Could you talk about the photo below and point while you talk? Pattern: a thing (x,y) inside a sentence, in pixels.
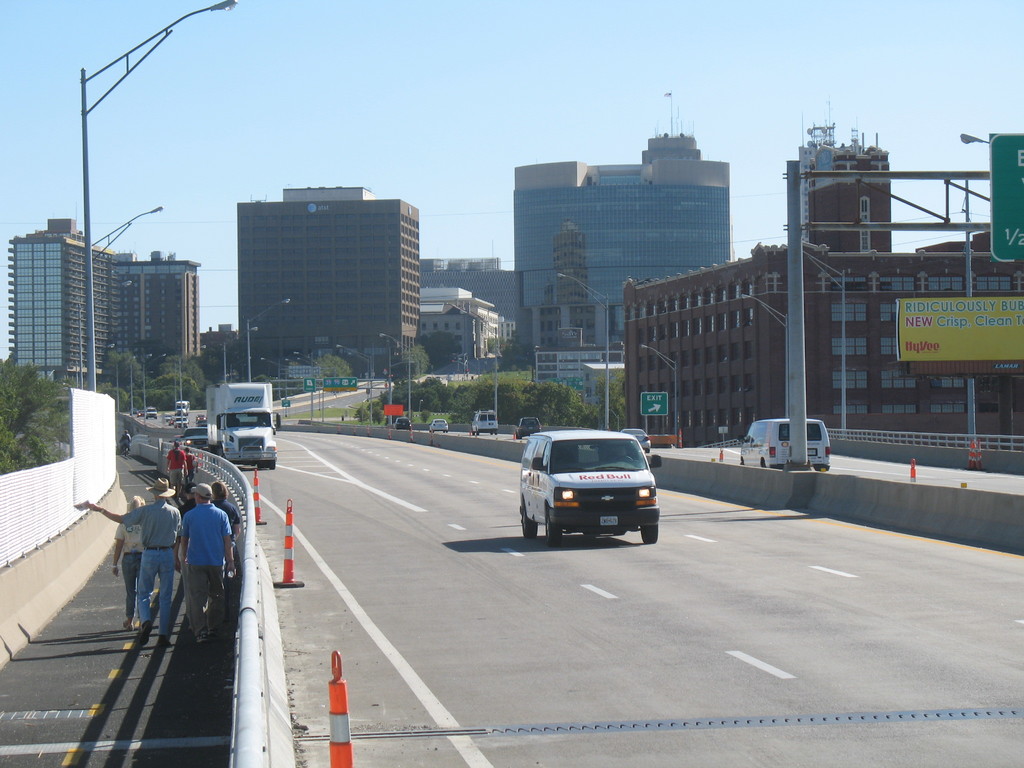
In this image on both right and center of the image (563,493) vehicles (562,514) were travelling on the road (642,552) and we can see traffic cone poles (334,678) on the road (302,523). At the left side of the image (162,614) people (141,521) were walking on the road (138,656). At the background (309,276) there buildings (493,287), trees (549,397) and sky (476,122). At the left side (92,377) there are street lights (92,364).
